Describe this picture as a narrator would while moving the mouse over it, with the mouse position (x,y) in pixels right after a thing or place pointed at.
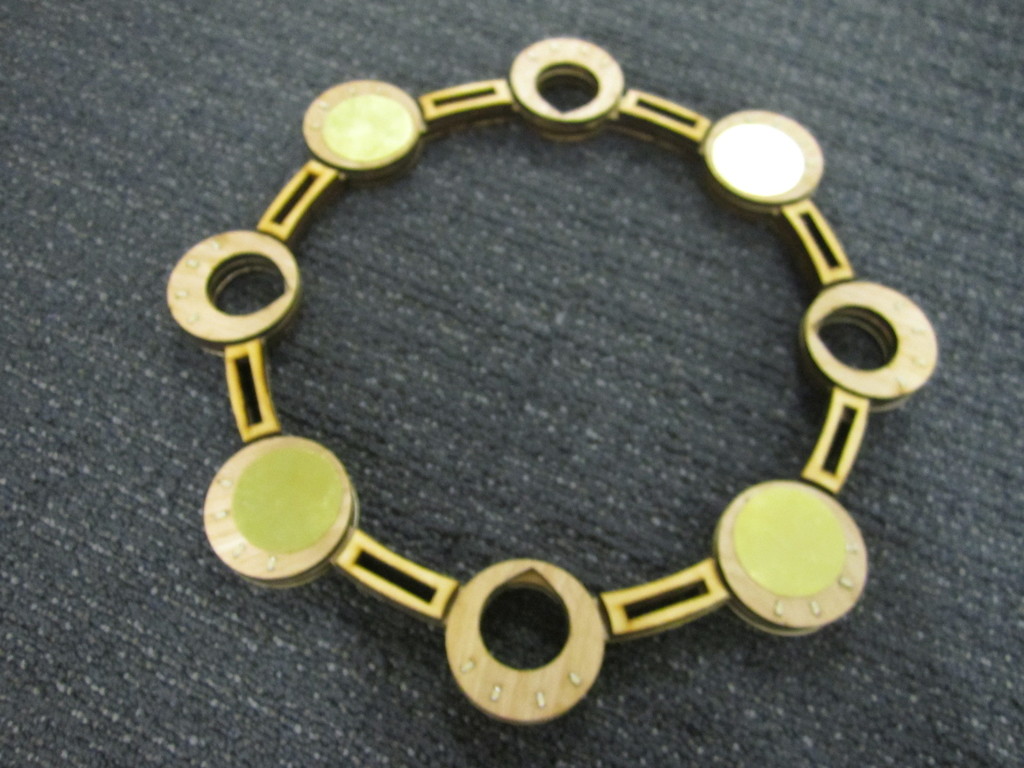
In this picture there is a Bracelet (529,580) which has few round color objects (471,585) placed in between it.
